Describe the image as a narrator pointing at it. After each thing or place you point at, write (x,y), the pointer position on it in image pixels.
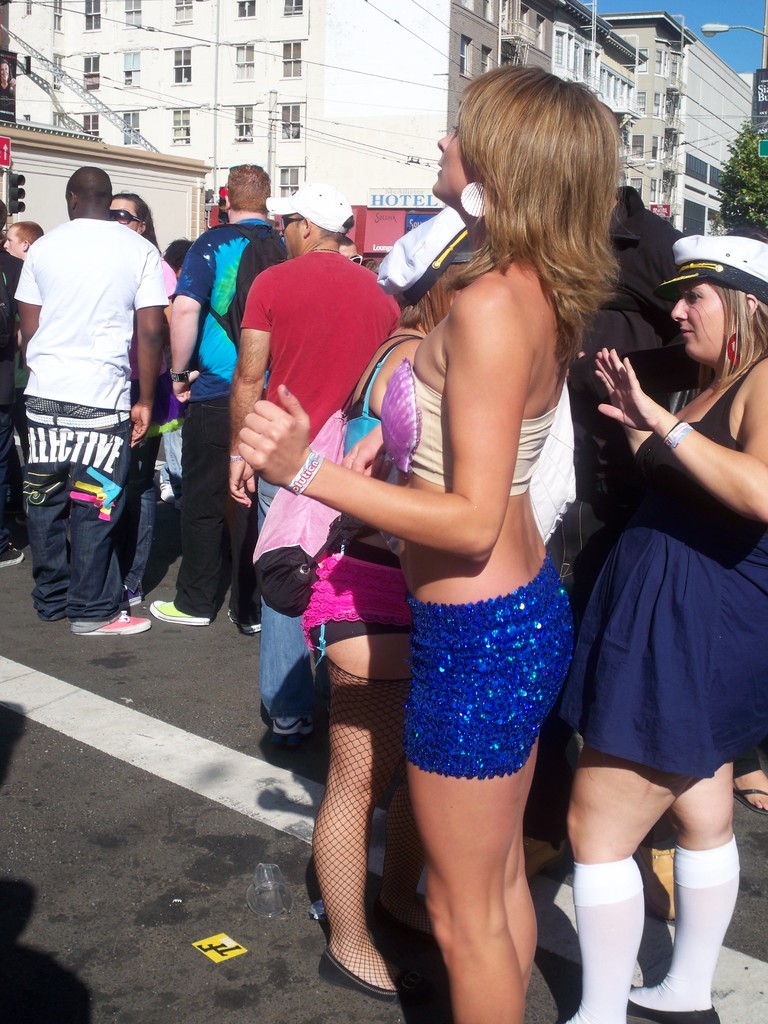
At the bottom of this image (536,773), there are persons (512,139) in different color dresses (578,501) on the road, on which there is a white color line (314,788). In the background (682,27), there are cables (335,67), buildings (347,67), a tree (755,142) and there is blue sky (724,58).
